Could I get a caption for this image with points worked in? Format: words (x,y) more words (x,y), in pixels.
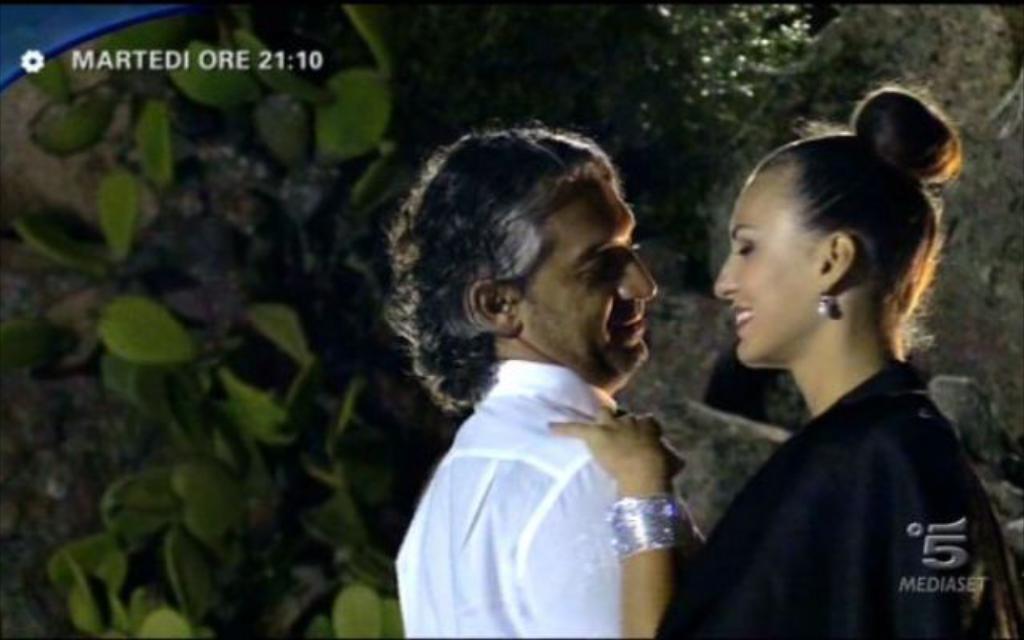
In the picture there is a woman (840,388) and a man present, there is a tree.
